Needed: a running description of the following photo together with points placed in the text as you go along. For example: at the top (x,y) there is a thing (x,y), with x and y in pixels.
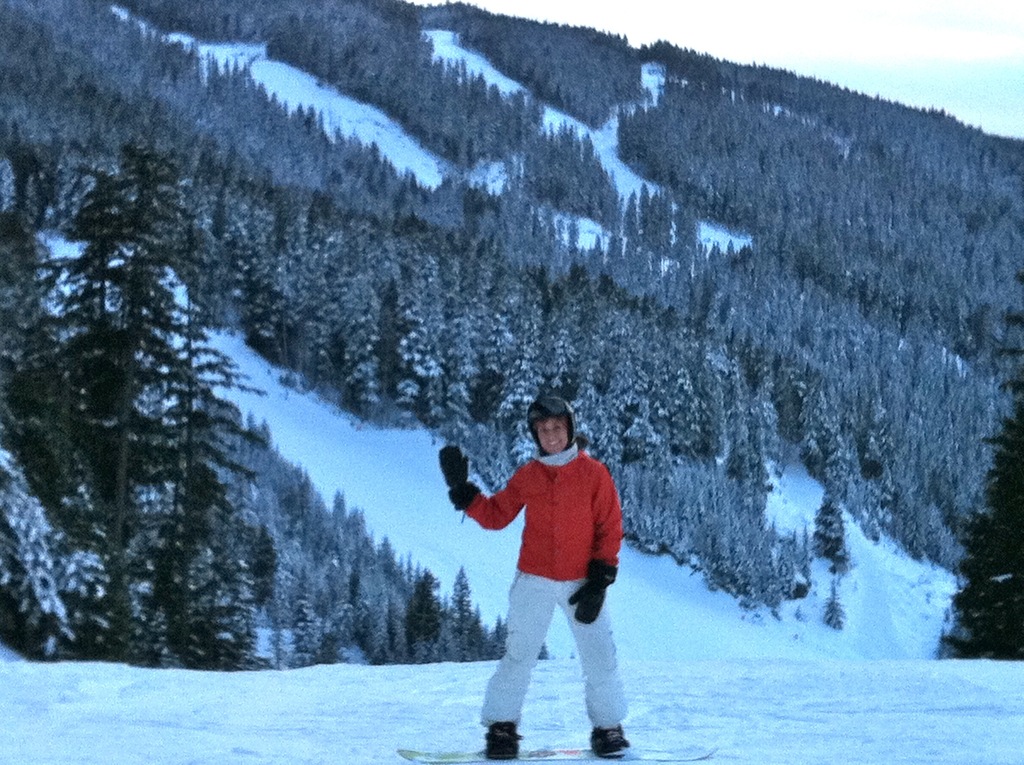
In this image we can see a person (510,690) standing on the ski board (556,753) on the snow (331,724). In the background (511,432) we can see snow (336,433), trees (540,268) and sky (832,76).
